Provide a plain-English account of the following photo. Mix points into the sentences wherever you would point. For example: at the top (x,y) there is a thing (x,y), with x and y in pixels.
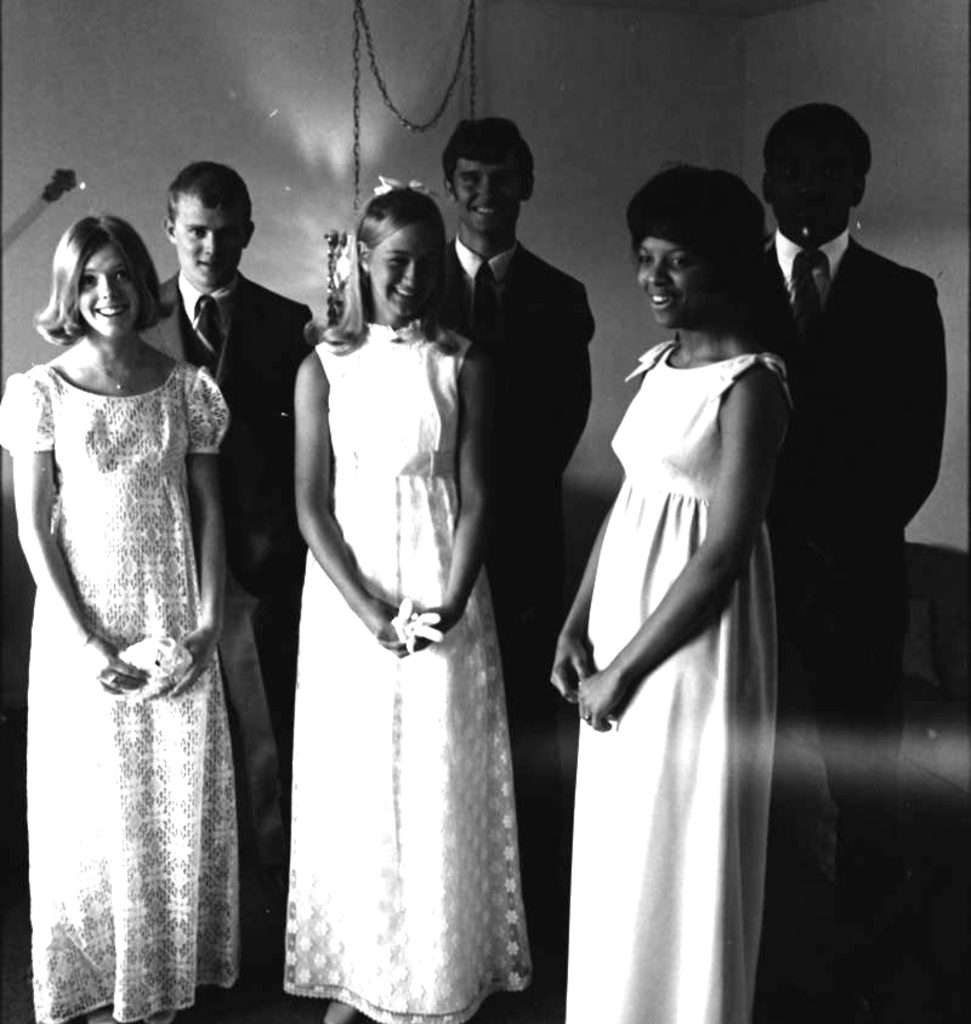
This is a black and white picture. Here we can see few persons (270,587). In the background (653,107) there is a wall (798,81).
